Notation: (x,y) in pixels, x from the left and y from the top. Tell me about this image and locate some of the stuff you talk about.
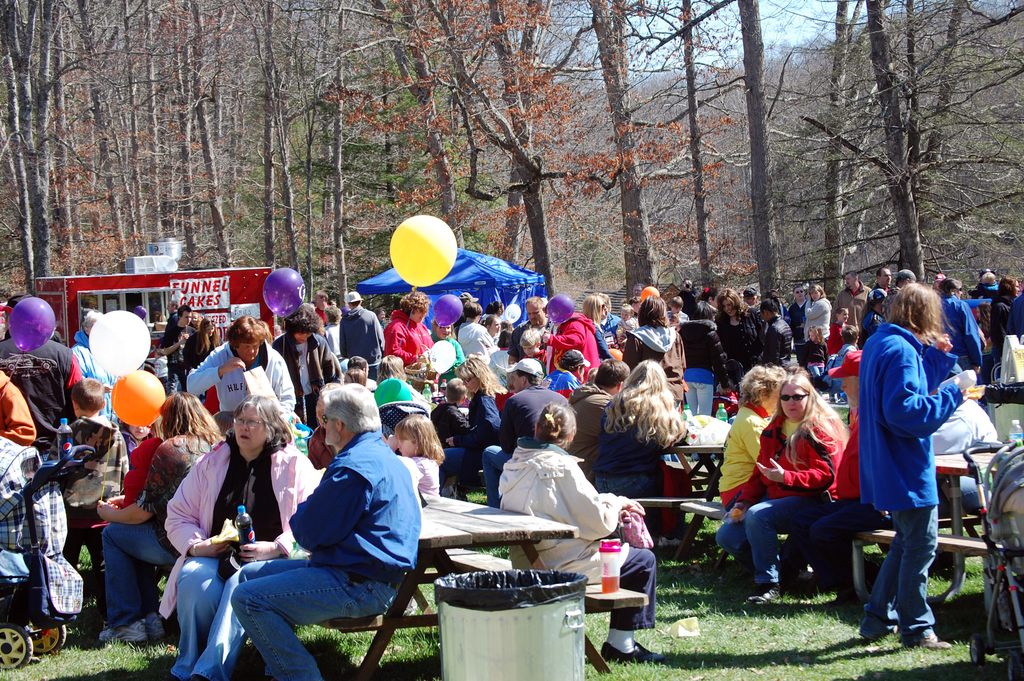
In this image there are stalls (154,307), in front of the stalls (145,319) there are so many people (997,295) standing, some are walking and sitting on the wooden bench (495,557) in front of them there is a table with some objects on it and few are holding balloons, there is a dustbin (487,622) on the surface (700,610) of the grass (708,602). In the background (337,181) there are trees (467,157).
